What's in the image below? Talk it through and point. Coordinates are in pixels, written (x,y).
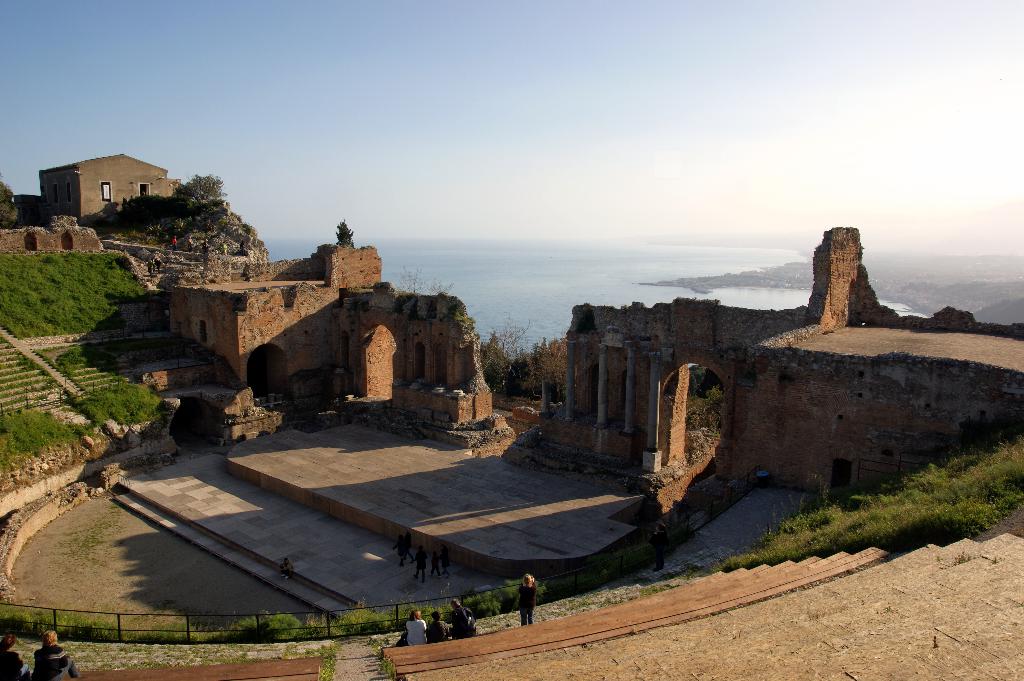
In the foreground of the picture (848,497) there are staircases (421,661), people (408,620), railing (158,614) and plants (754,558). In the center of the picture (447,423) there are some old constructions (449,362) and floor (284,497). On the left (134,239) we can see trees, staircase (56,372), plants (74,271) and house (74,200). In the background (544,284) there is a water body (615,269). At the top (433,73) it is sky (433,73).
